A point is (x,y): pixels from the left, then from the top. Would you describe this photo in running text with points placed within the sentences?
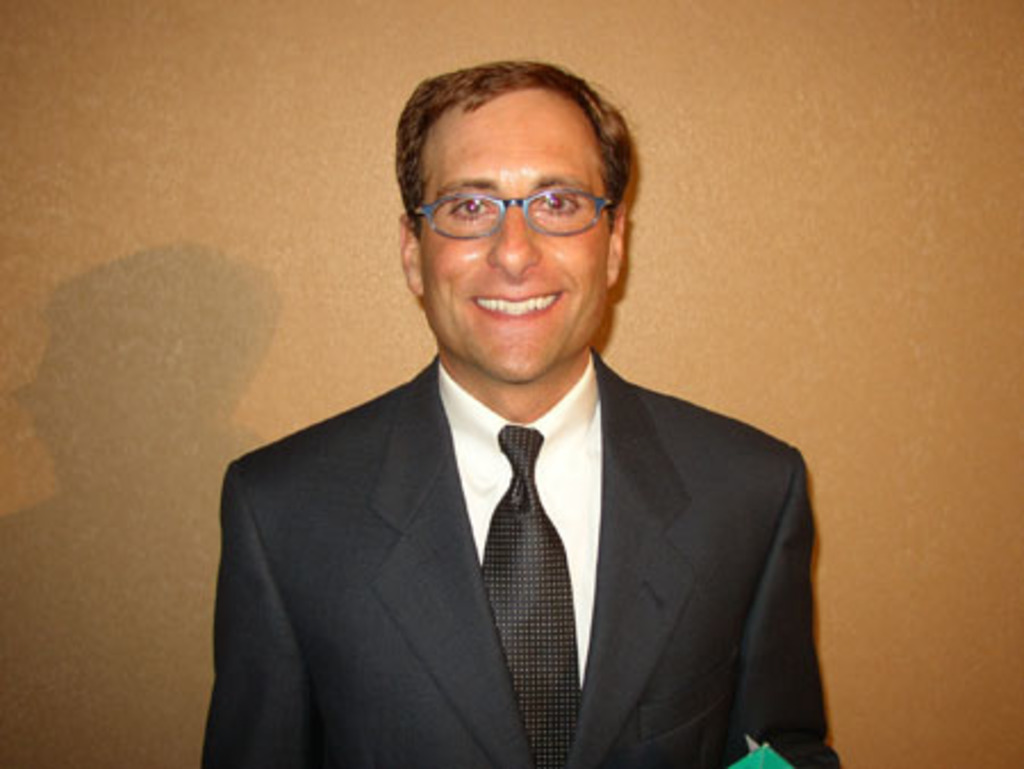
In this image there is a person (316,490) wearing a blazer (679,579), tie (554,561) and spectacles (499,202). Background (912,611) there is a wall (992,415).
